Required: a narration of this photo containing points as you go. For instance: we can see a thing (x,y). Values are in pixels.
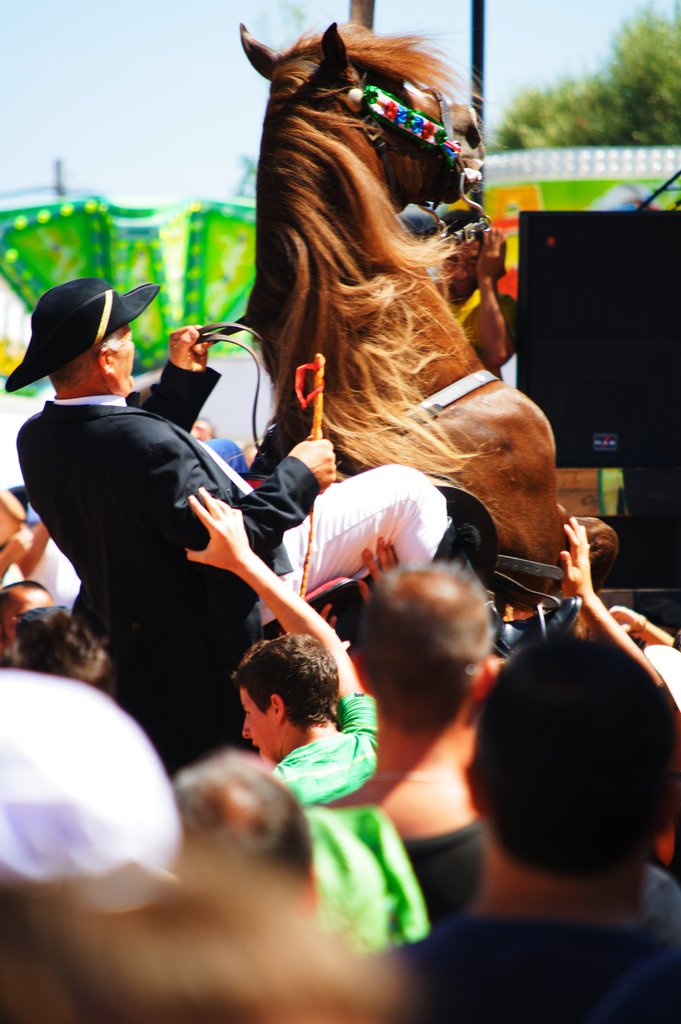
In this we can see a man (216,378) sitting on the horse (373,308), and at back (39,573) here a group of persons (464,736) are standing, and here is the sky (197,52).
